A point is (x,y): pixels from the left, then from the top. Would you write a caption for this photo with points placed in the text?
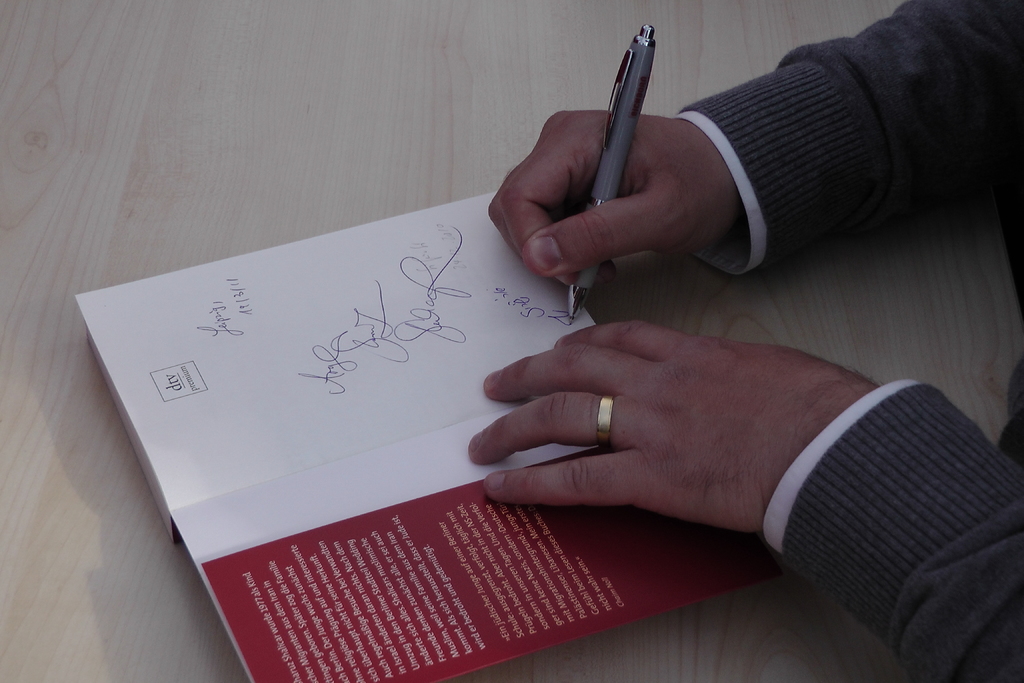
In this image there is a book (350,429) on the table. A person (683,248) is holding a pen (613,165) and he is writing on the book (395,323).
